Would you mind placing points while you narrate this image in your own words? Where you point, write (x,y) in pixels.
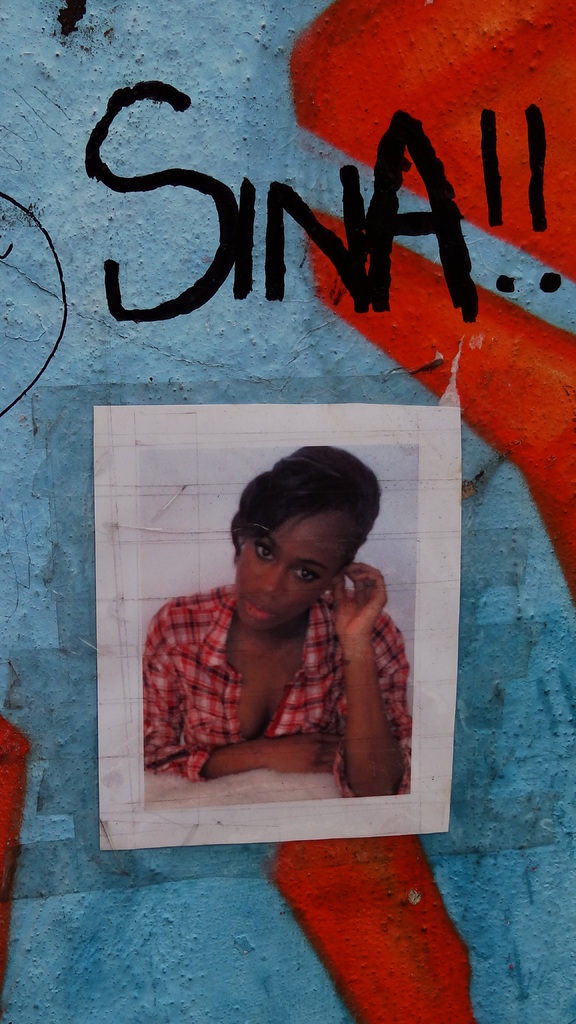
In the image there is a photo (296,665) of a lady (240,680) in red shirt (167,656) on a paper (177,466) on the wall (282,101).
